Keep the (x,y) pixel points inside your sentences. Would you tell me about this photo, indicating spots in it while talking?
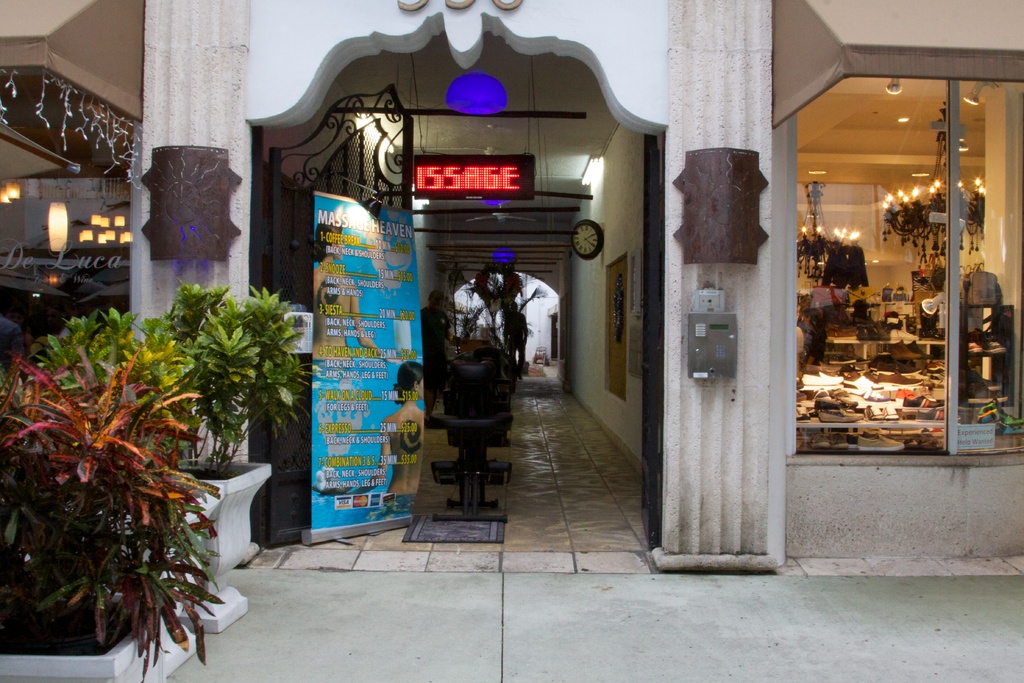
This picture seems to be clicked outside. On the left (231,453) we can see the potted plants (215,490). In the center (464,445) there are some objects (473,419) which seems to be the chairs (481,456) and we can see the text (386,458) and pictures (343,309) of persons (347,299) on the banner (373,302) and we can see a clock (584,231) hanging on the wall (630,225). On the right (971,166) we can see the chandeliers (890,211), roof (877,163), lights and many other objects (907,362), and in the center (576,281) we can see the building (216,87) and some other objects (398,525).
